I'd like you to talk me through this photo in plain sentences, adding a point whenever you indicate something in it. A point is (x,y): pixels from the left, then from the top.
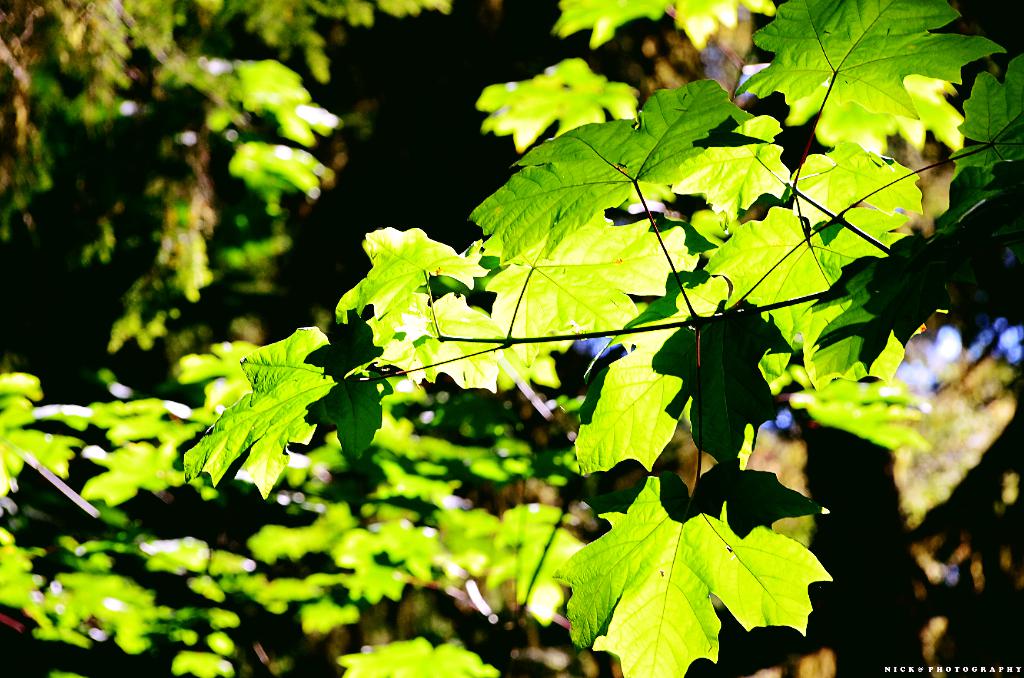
In this image there are trees (551,346), there is text (925,669) towards the bottom of the image (935,669), the background of the image (134,368) is dark.
